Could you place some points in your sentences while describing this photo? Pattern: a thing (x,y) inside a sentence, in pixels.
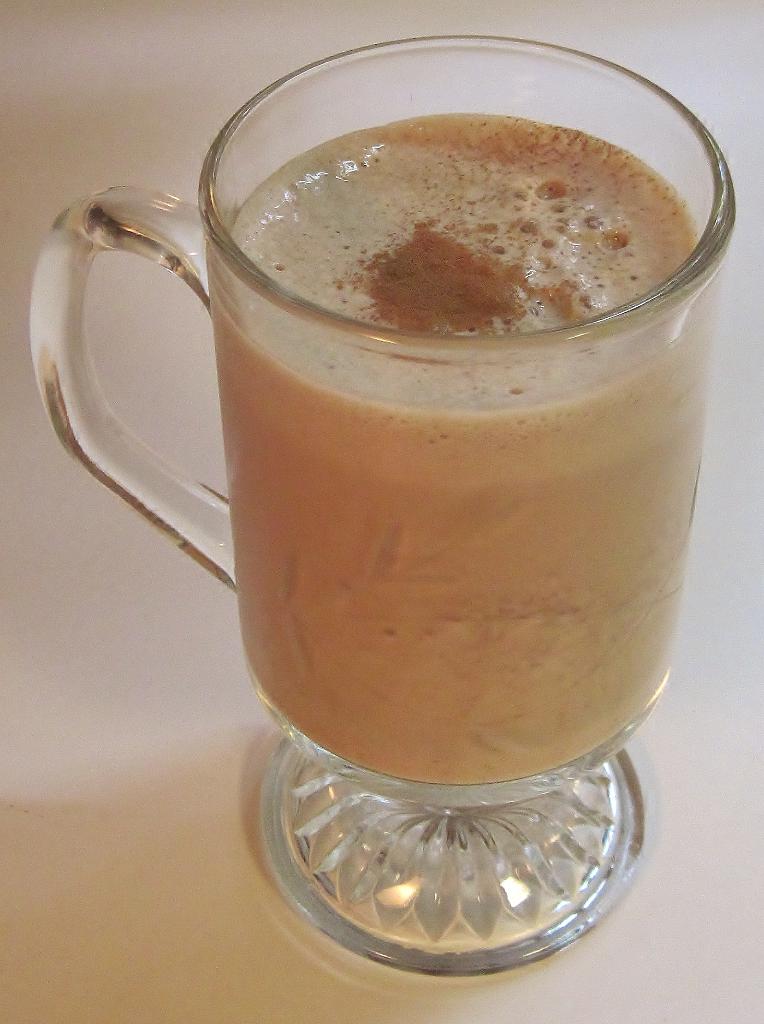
In this picture we can see a mug (580,791) with liquid (610,350) on a platform (122,697).
